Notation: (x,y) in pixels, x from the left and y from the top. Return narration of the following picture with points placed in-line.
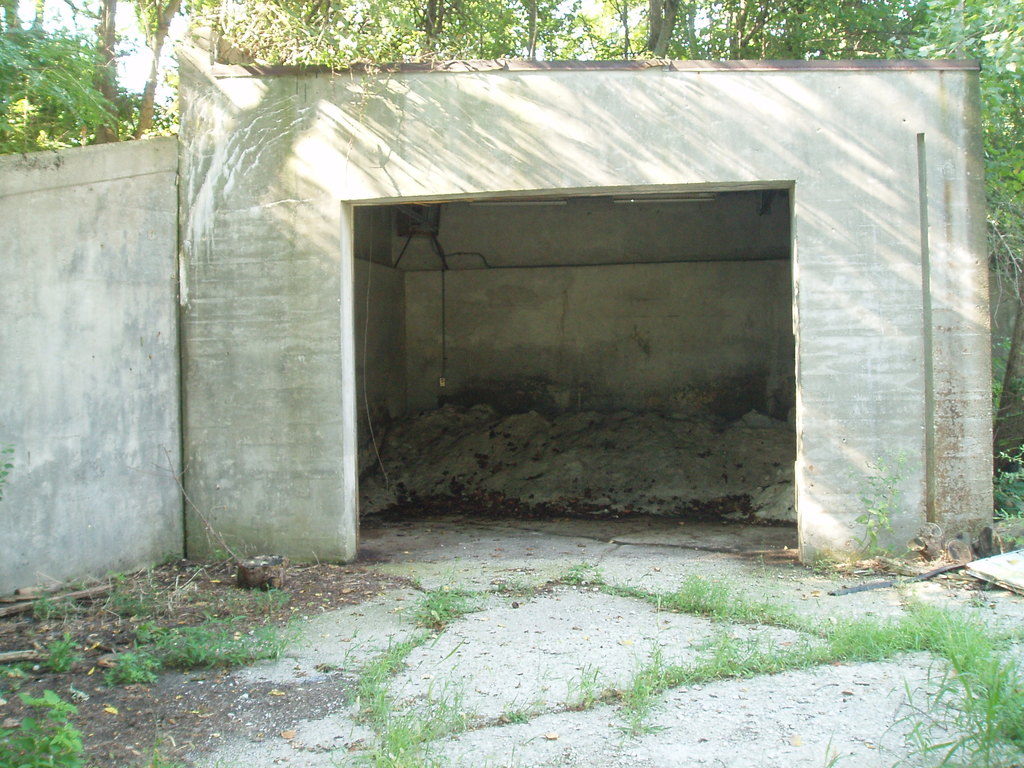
In the center of the image (527,288) we can see a shed (677,396). At the bottom of the image (669,700) ground (672,735), grass (782,649) are present. At the top of the image (688,37) trees (358,36) are there. On the left side of the image (89,271) a wall (68,386) is there.
